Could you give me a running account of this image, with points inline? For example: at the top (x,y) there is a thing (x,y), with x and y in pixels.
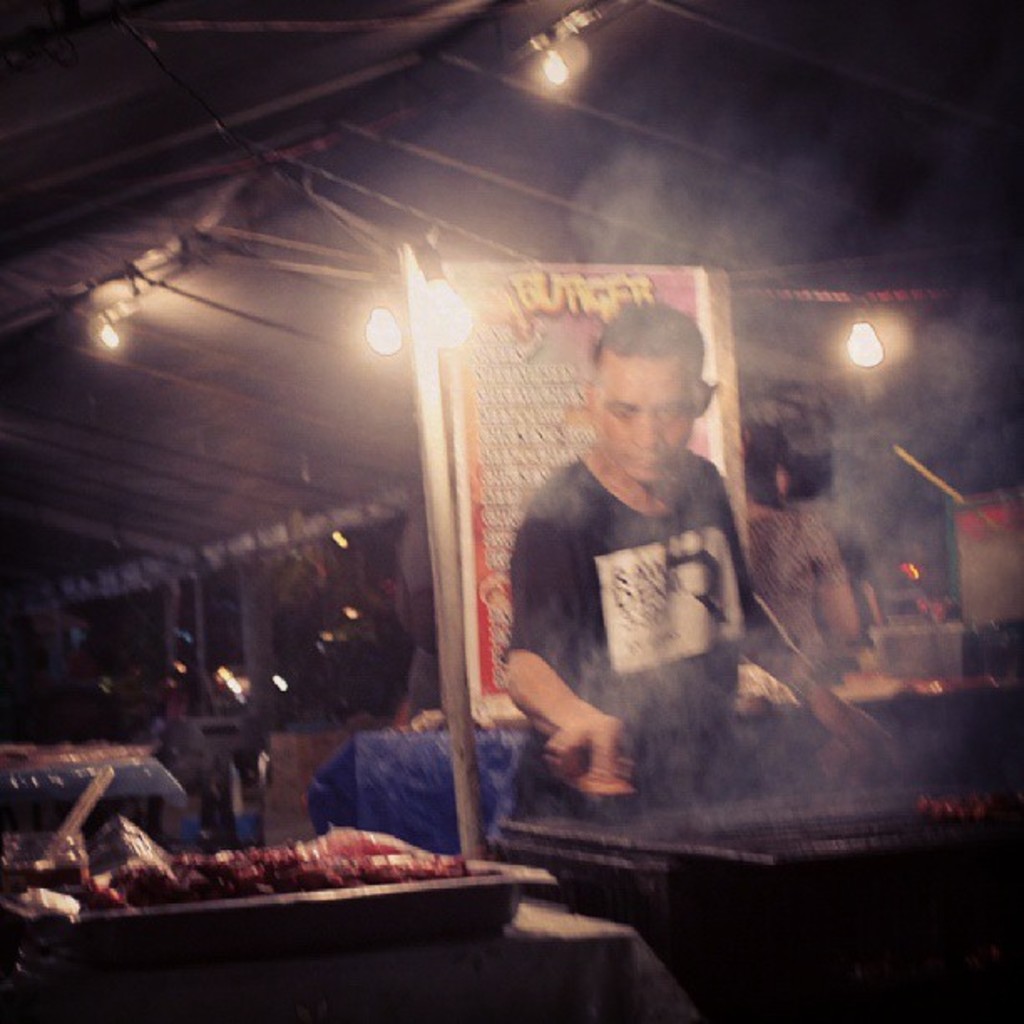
There is a person (668,452) in black color t-shirt (616,504), holding an object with one hand (617,739) and standing in front of a pan (655,820). On the left side (135,917), there is a tray (57,917) having food items (238,854). This tray (485,884) is on the table (189,978). In the background (436,287), there are lights (447,296) attached to the roof (748,288) and there are other objects (1002,611).
